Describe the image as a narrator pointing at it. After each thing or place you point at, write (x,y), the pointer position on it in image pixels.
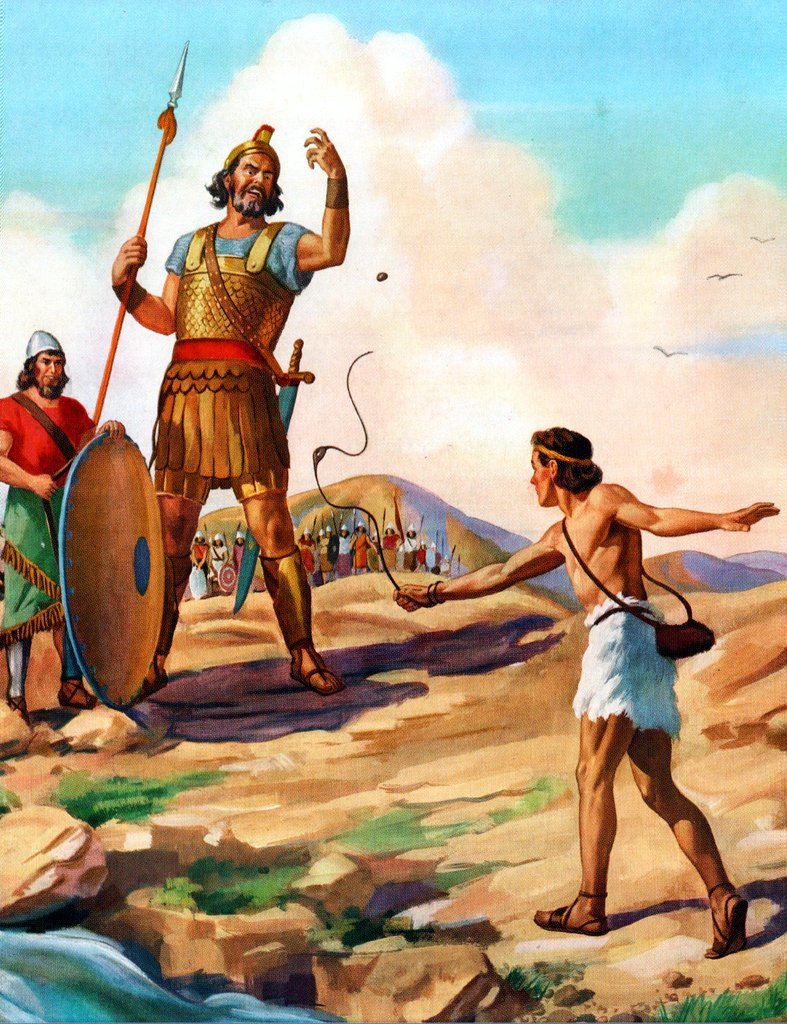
Here this picture looks like an animated image, in which we can see people (396,597) standing on the ground (228,792) with fighting instruments (121,629) in their hands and we can see clouds (419,287) in the sky (426,294) and in the front (87,878) we can see rock stones (88,899) and water (38,995) present over there.
